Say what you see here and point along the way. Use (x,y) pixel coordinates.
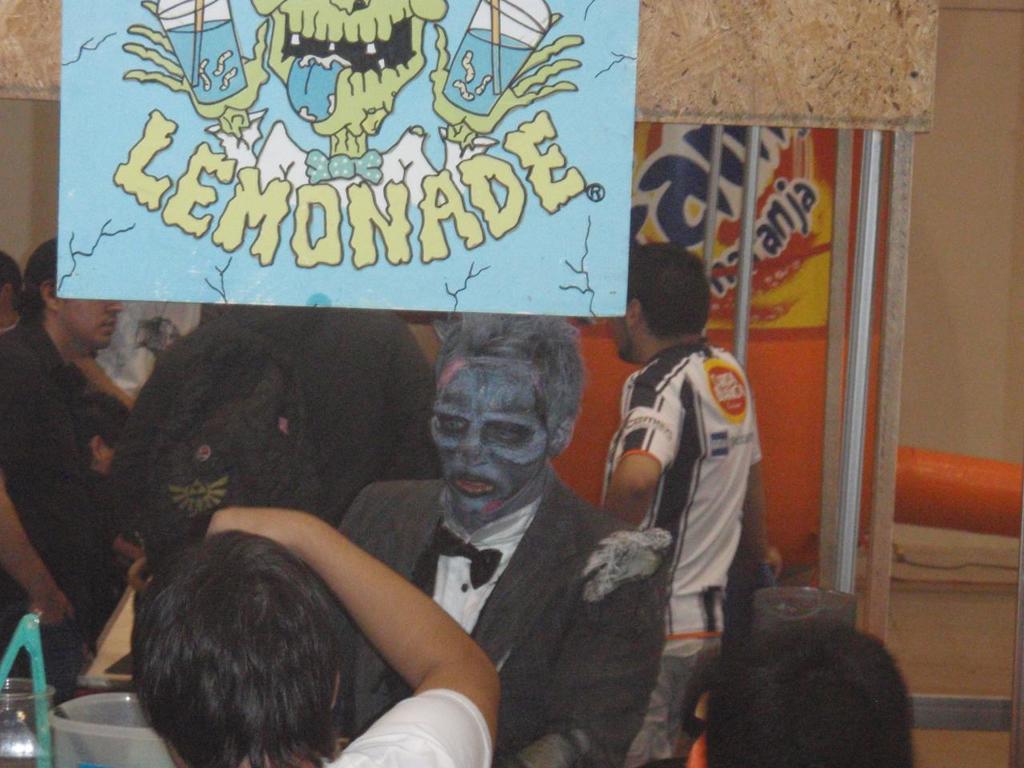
In this picture we can see there is a group of people (321,501) and a man (438,533) with the face painting (467,515). On the left side of the image (95,719), there is a plastic container (63,717) and an object (15,719). At the top of the image (288,148) there is a board (196,136). Behind the board (435,124), there are poles (711,250), wall (957,79) and an orange object (775,374).
